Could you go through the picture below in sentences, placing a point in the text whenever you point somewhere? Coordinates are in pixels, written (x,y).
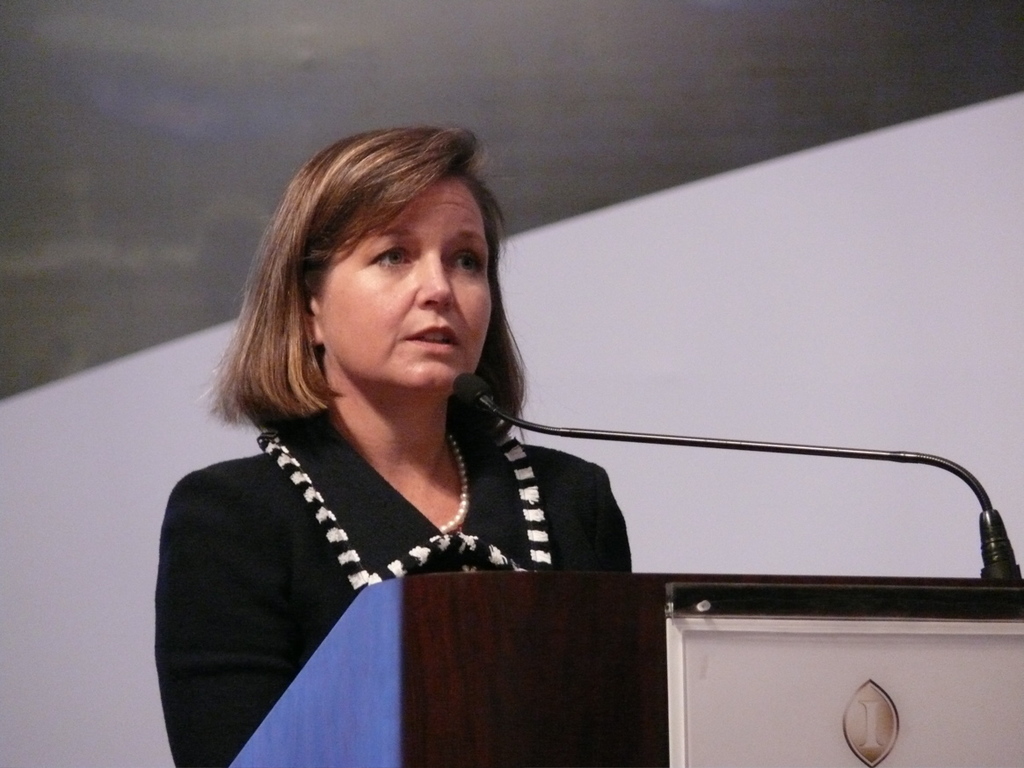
In the image there is a woman (346,489) in black dress (357,531) talking in mic (565,428) behind podium (791,690), behind her its a wall (624,178).
